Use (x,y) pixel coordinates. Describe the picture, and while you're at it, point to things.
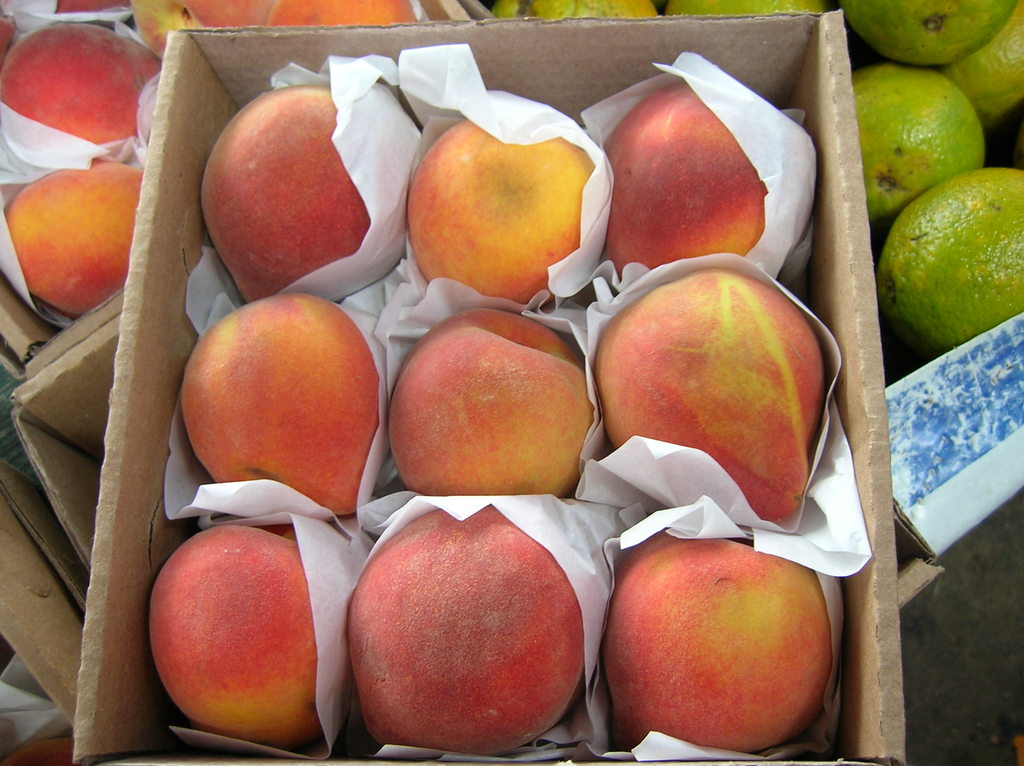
There are boxes (262,70) with fruits (240,385) on the papers (433,502).
